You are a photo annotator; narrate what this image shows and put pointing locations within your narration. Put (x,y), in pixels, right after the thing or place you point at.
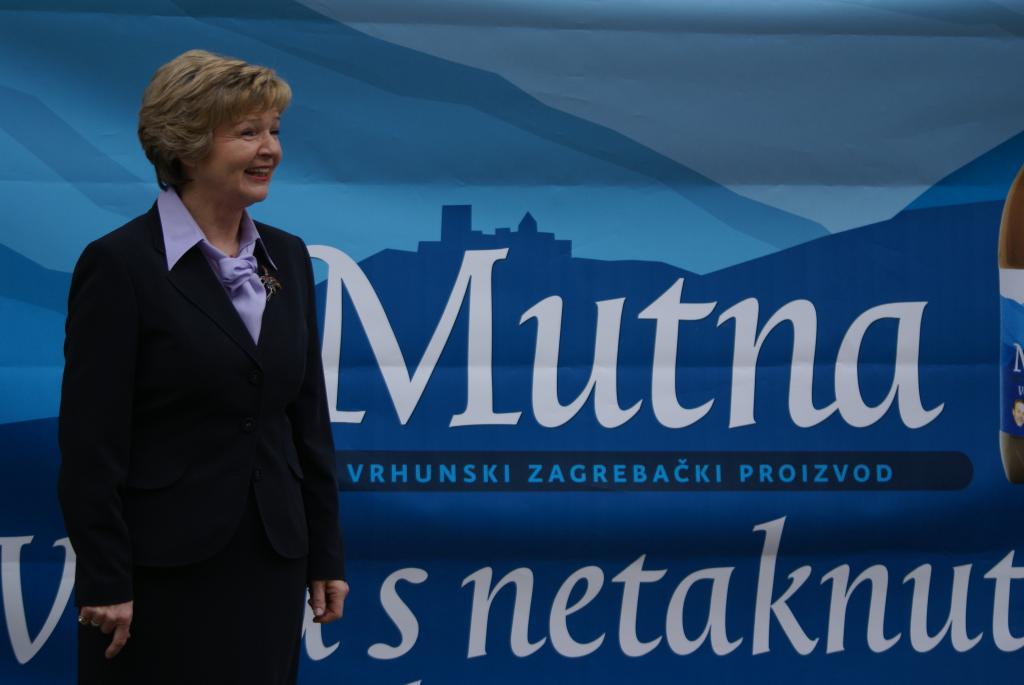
There is a lady (171,85) who is standing on the left side of the image (268,501) and there is a poster (546,407) in the background area (618,404).
